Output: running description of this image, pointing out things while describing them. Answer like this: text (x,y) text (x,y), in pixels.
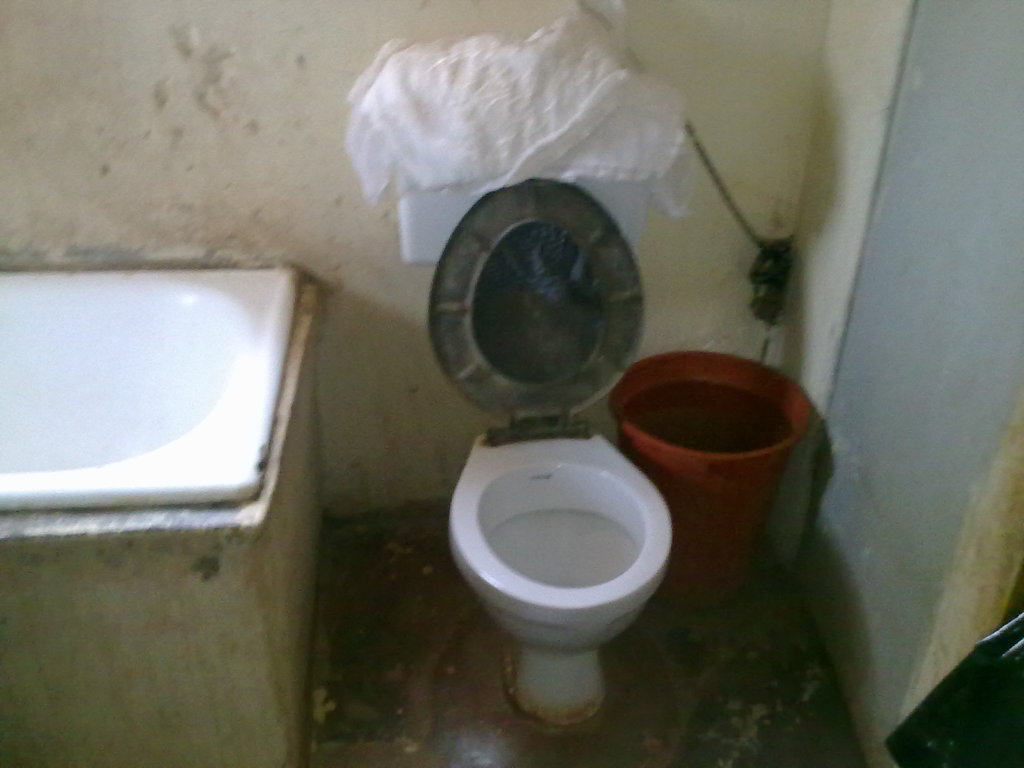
There is a toilet bowl (567,504) in the middle of this image (547,486) and there is a tub (695,483) left side (88,427) to this bowl (614,481). There is a wall (797,271) in the background (218,168). There is a white color bowl (163,403) is on the left side of this image (140,407).
